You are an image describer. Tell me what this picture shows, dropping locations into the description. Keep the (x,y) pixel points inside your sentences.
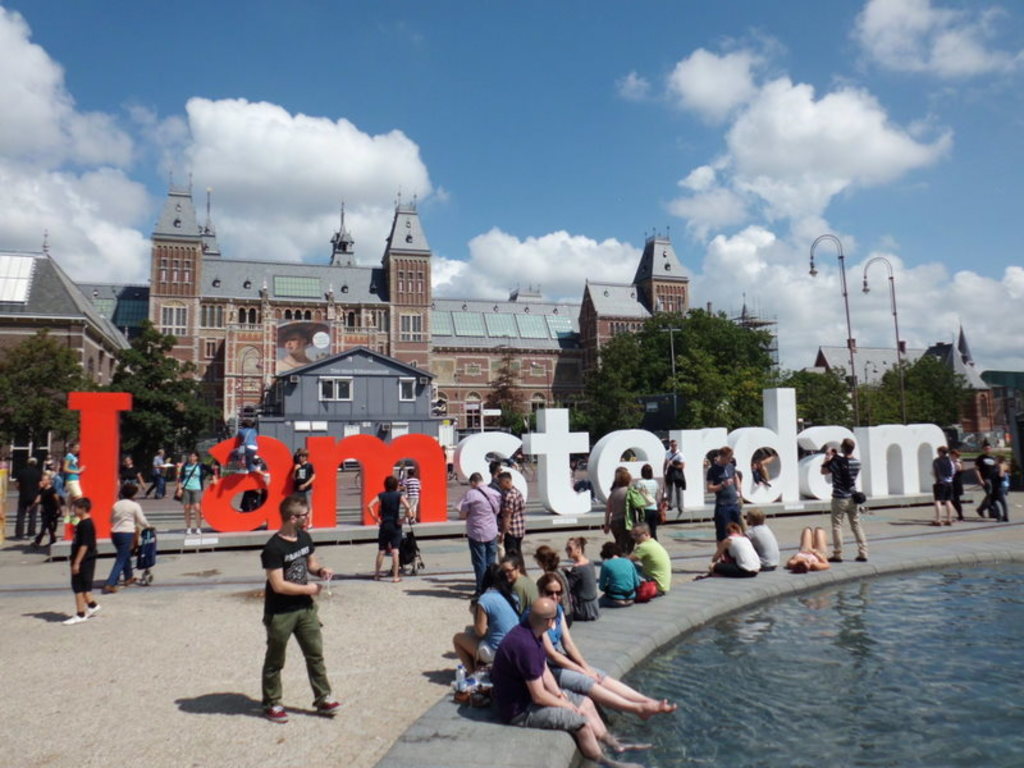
In this picture I am able to see a building (199,334). At the top of the picture (288,50) I can see blue sky (316,61) with some clouds (297,158) and in the center of the picture (514,438) that is written as I Am Sterdam and people (80,540) are walking over here and some people (479,640) are sitting over here. I can see a water pool (687,763) at bottom right corner (896,767) and there are some light poles (896,338) in this picture.
